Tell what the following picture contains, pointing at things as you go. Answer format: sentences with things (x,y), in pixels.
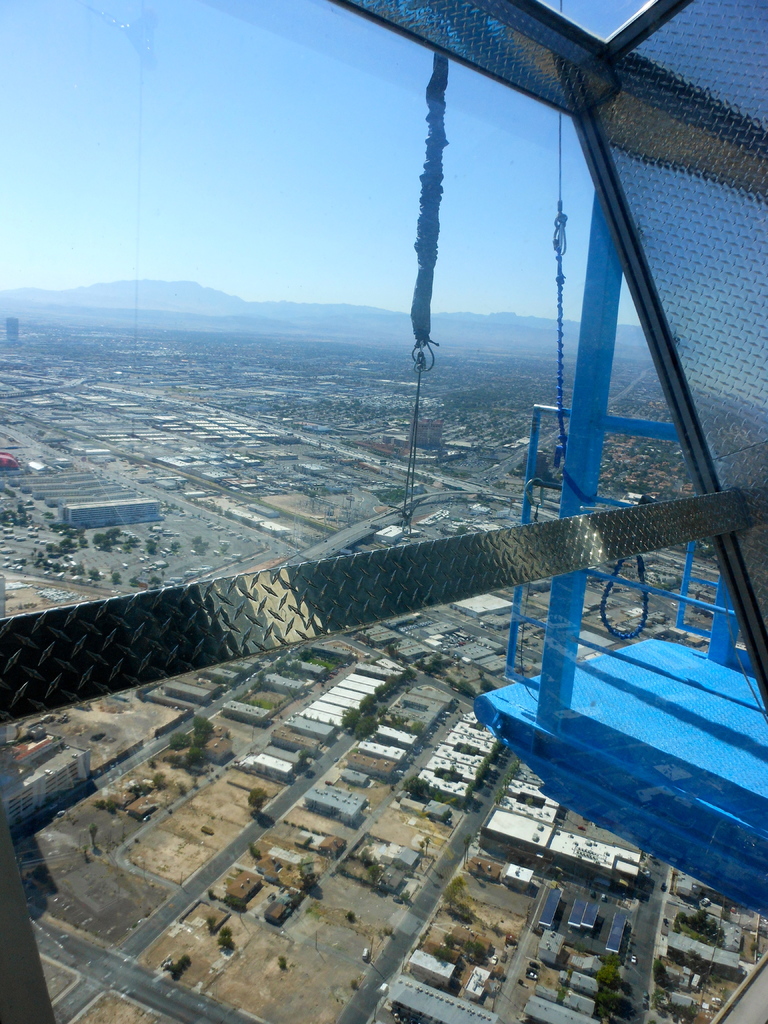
This is the aerial view image of a town (85,357) with homes (395,760) and trees (419,782) on the land (197,518), on the right side (621,711) it seems to be a platform (631,582) and over the background (199,299) there are hills (169,316) and above its sky (183,136).
